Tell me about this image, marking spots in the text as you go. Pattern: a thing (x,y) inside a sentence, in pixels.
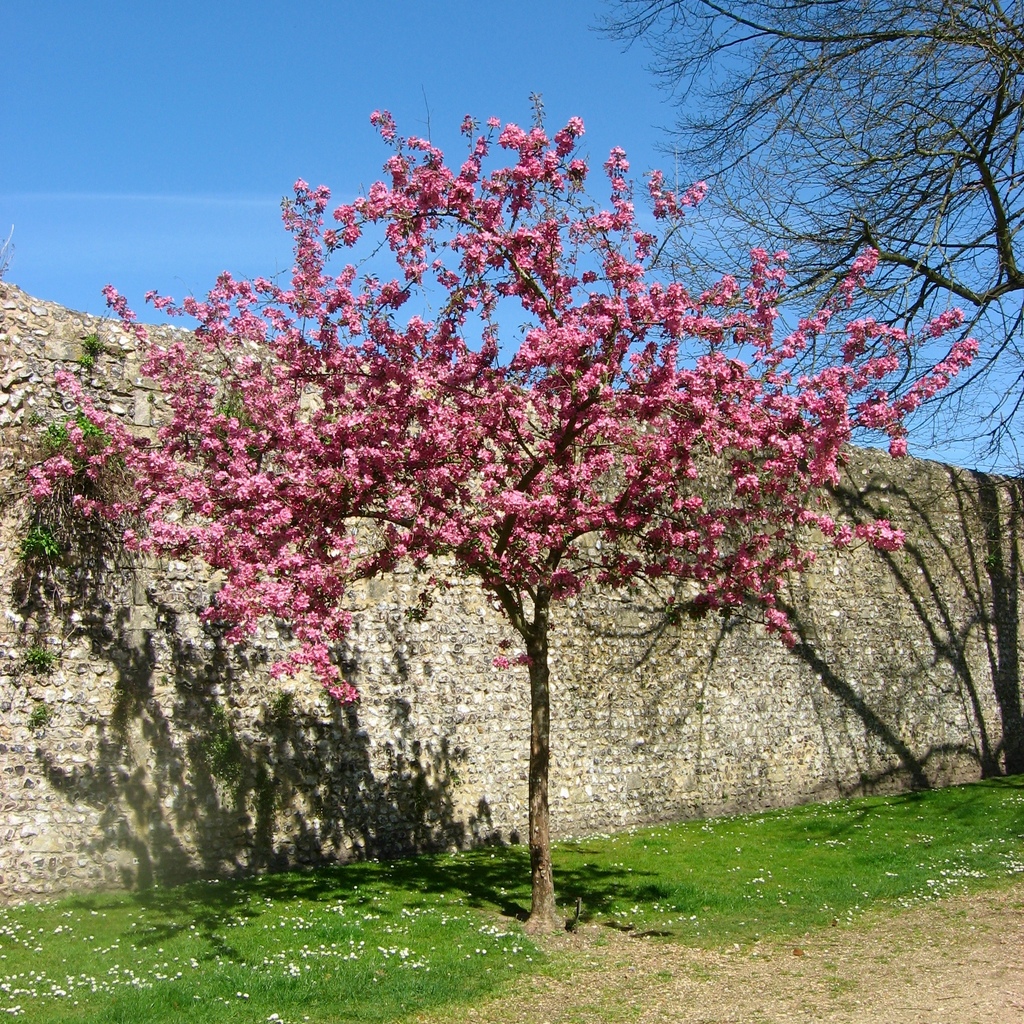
In the foreground of the picture (366,912) there are flowers (406,912), grass (674,917), dry grass (774,960), and a tree (543,852). In the center of the picture (496,645) there is a wall (478,601). On the right (951,141) there is a tree (992,124). Sky (392,108) is clear and it is sunny.
